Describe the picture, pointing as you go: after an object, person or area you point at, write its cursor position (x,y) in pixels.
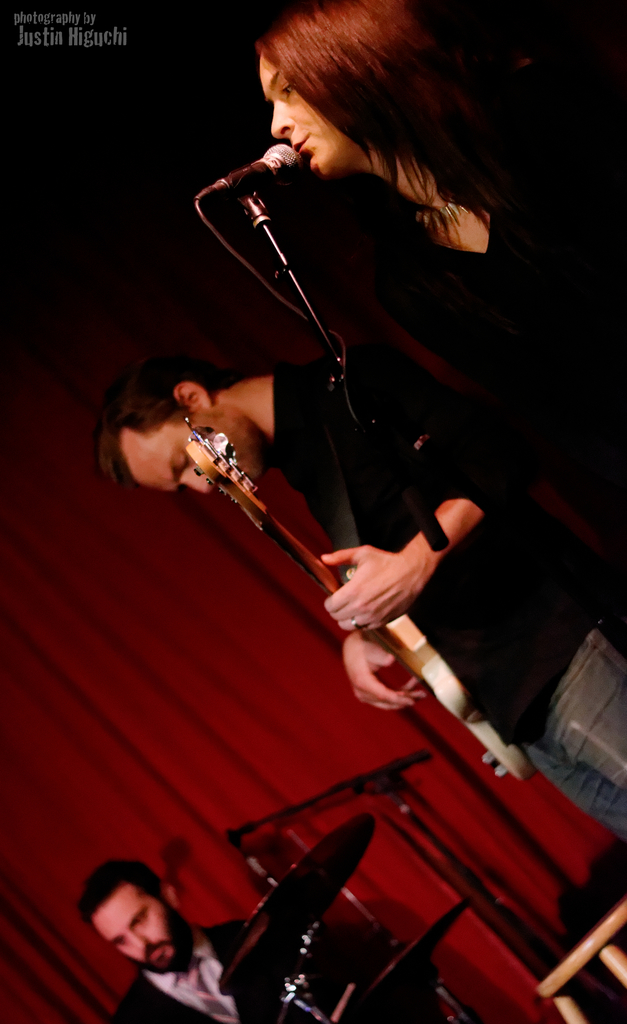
In this image can see a woman (466,223) is singing the song. In front of her there is a mike (275,162). Just beside her there is a man (375,488) standing and playing the guitar (412,669). On the bottom of the image (183,986) I can see another person (194,968) who is playing the drums (300,932). In the background (166,709) there is a red color curtain (150,695).
